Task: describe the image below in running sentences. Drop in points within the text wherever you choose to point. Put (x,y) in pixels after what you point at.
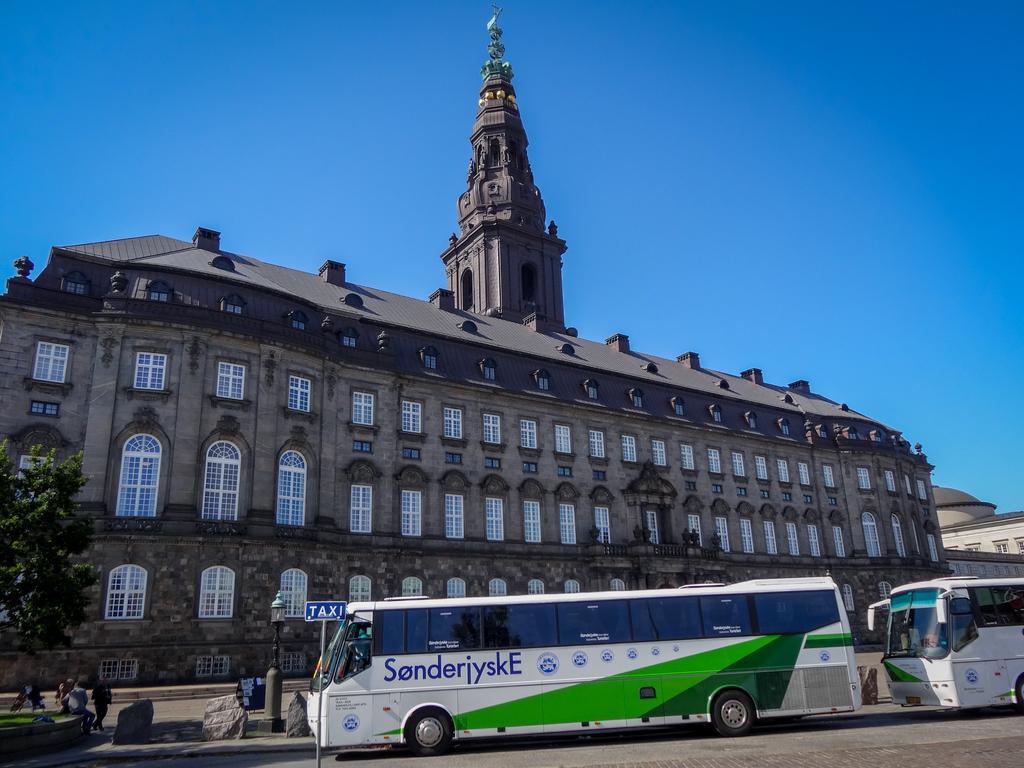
At the bottom of the image (376,688) there are some vehicles (818,672) passing on the road (716,752). On the left side of the image (47,611) there is a tree (31,600), beneath the tree (25,611) there are some people (102,704) standing. In the background of the image (509,503) there is a building (721,500) and sky (660,246).
